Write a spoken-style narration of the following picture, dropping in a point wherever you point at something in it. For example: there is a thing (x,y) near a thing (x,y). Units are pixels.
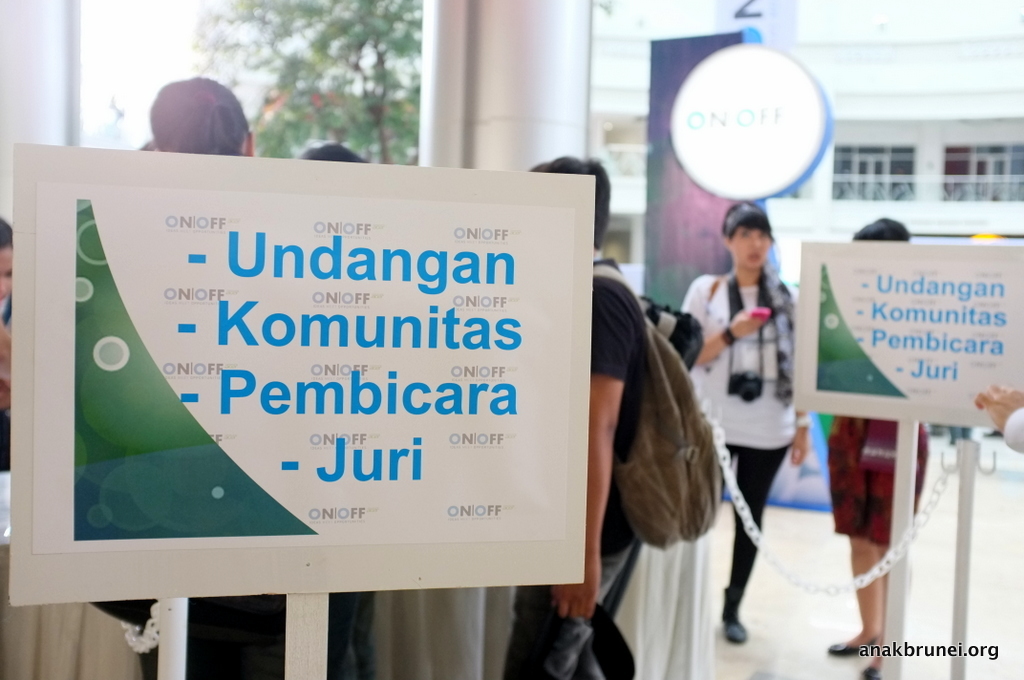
Here we can see name board stands (347,427), fence (994,457) and few people (741,327) are standing on the floor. On the right (705,392) there is a woman (776,442) holding a mobile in her hand (758,313) and carrying a camera (748,398) on her neck (739,272). In the background (34,74) there are trees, building (867,196), doors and sky (176,5).
